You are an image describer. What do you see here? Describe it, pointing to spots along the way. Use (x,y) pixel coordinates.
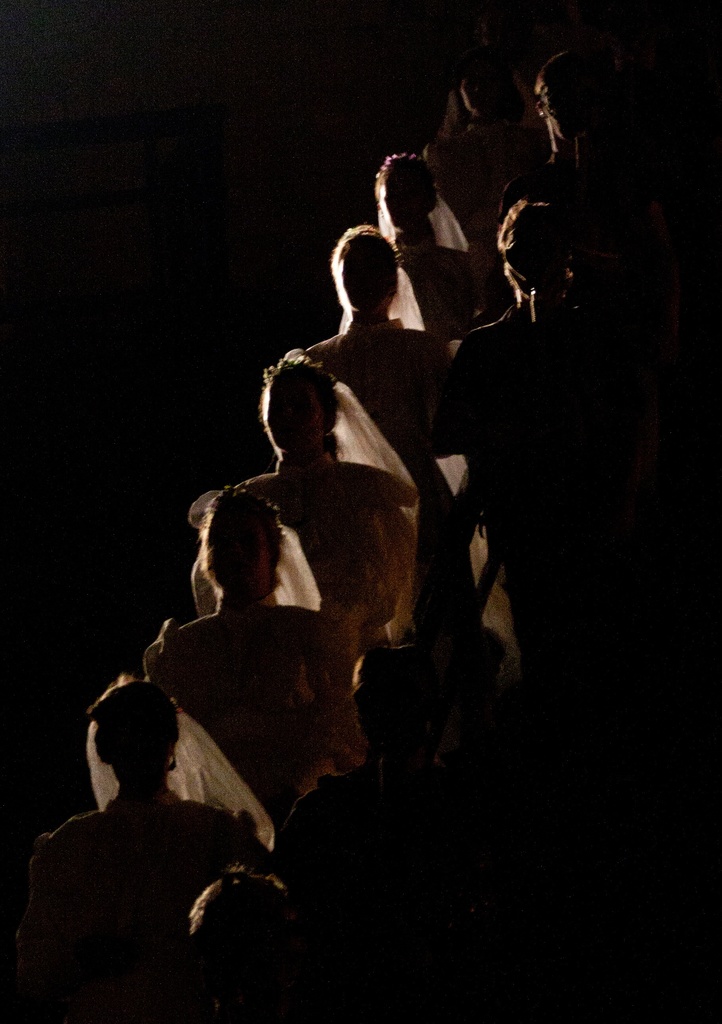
In the image in the center (295,645) we can see few people (335,651) were standing and they were in some costume (414,599).
